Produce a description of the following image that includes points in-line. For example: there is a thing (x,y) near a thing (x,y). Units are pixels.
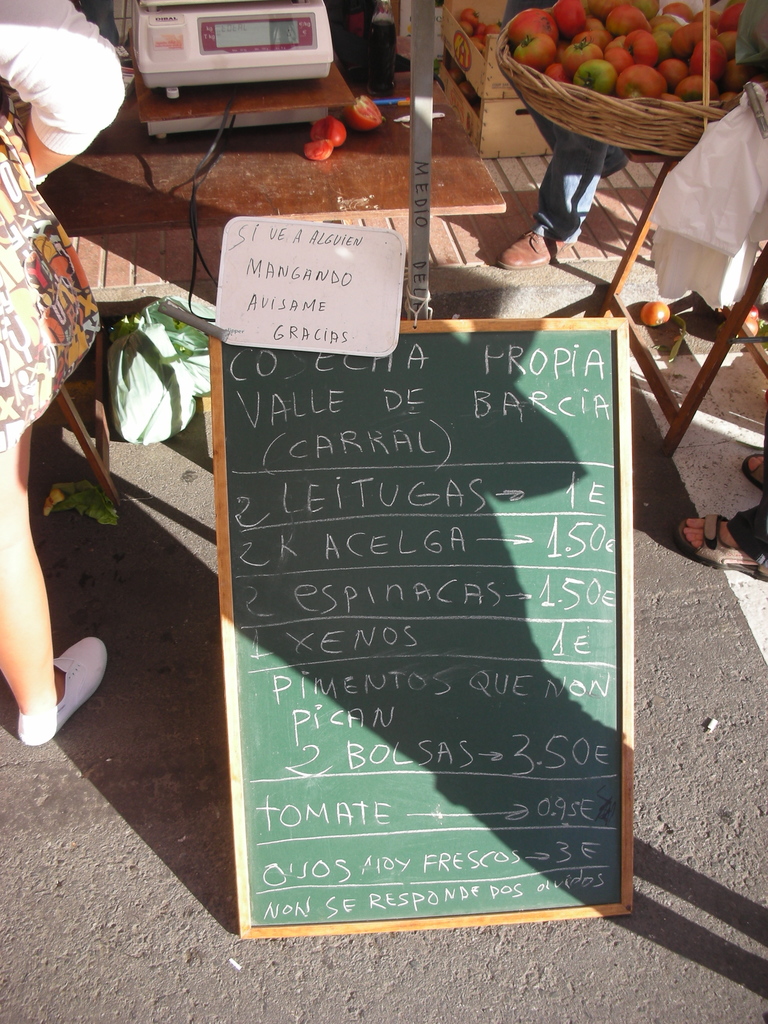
In this picture I can see tomatoes (586,64). I can see the electronic weighing machine (287,79) on the table (233,144). I can see the boards (391,432).
